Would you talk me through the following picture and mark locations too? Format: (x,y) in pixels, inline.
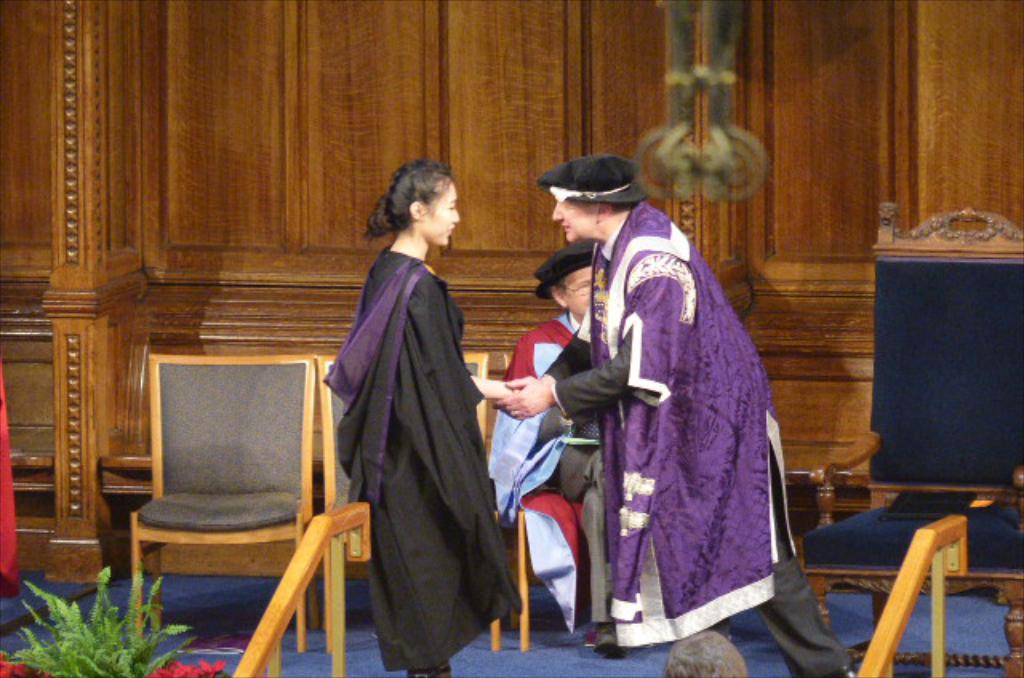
There are 3 people (566,410) on the stage (171,580) and also chairs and a houseplant (156,587).
